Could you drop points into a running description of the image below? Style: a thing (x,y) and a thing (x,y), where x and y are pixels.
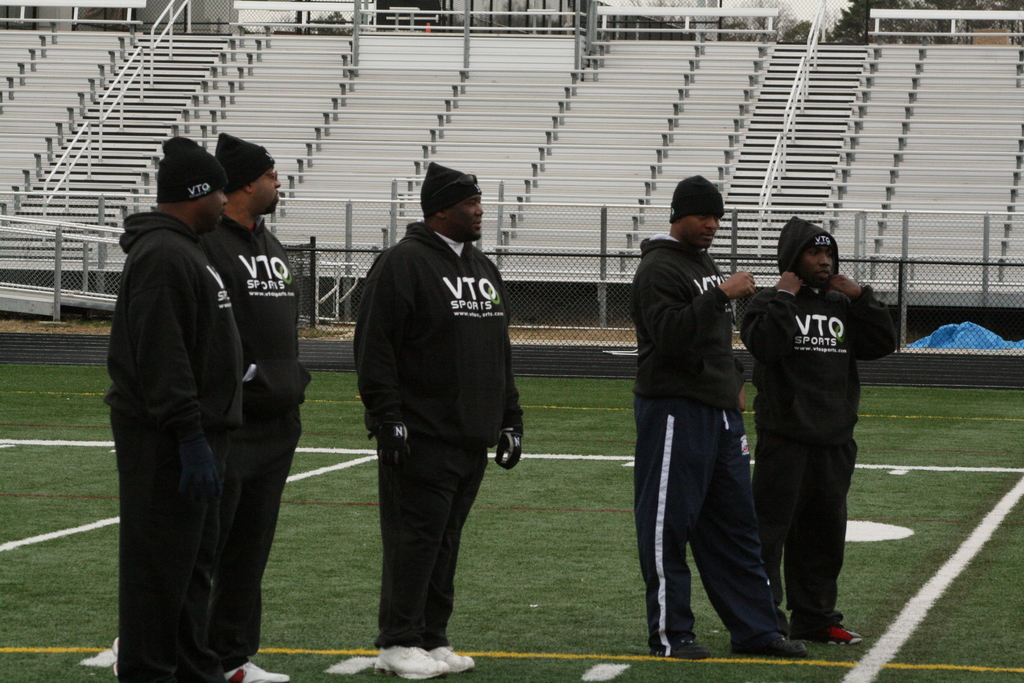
This is a playing ground (913,504). Here I can see few men (455,376) wearing jackets (474,324), caps (190,185) on the heads (823,227), standing facing towards the right side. In the background (920,343) there is a railing (1021,331). At the top (657,133) I can see empty benches (466,98) and stairs (164,88).
